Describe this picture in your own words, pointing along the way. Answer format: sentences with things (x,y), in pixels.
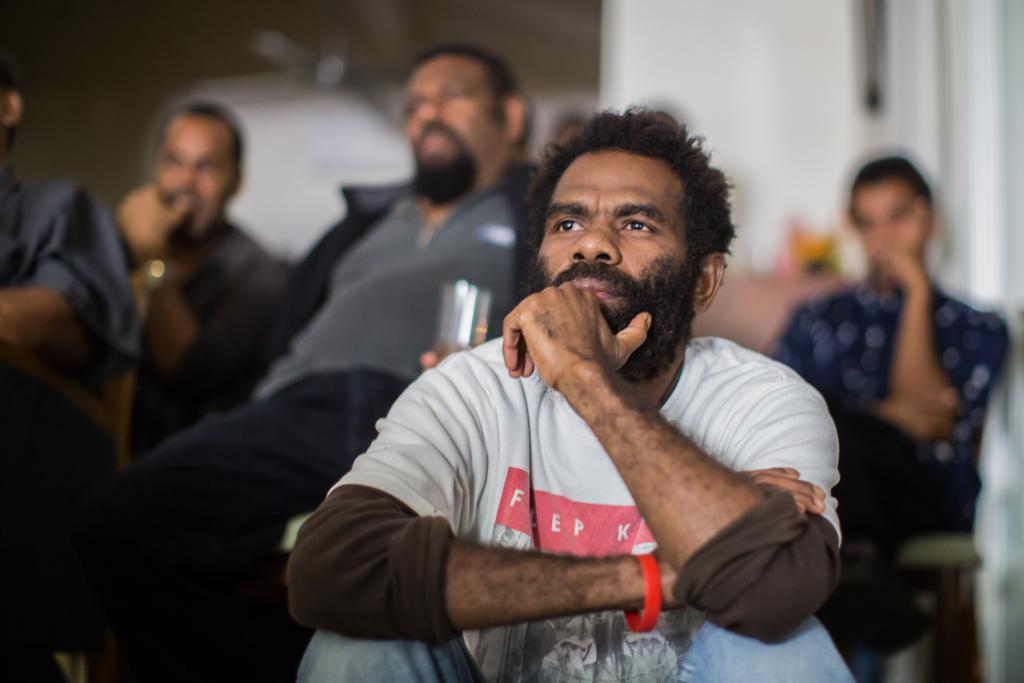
In this image there are people (658,302) sitting on chairs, in the background (737,190) it is blurred.
